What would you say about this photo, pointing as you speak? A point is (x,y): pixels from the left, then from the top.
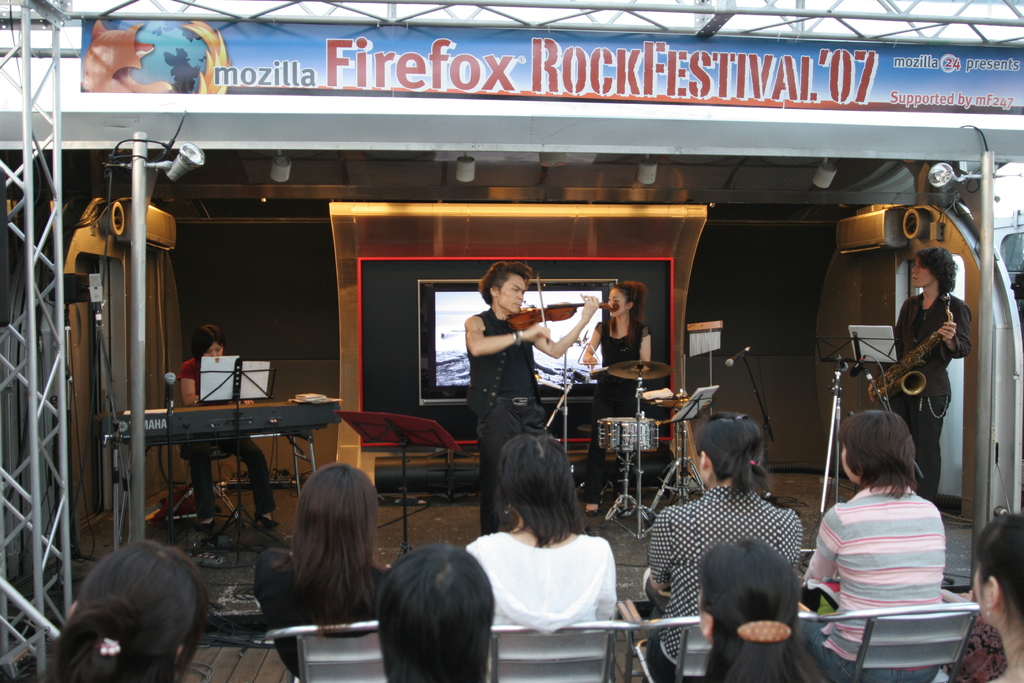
This picture shows a man (493,314) standing and playing a violin (519,314) and a woman (629,298) playing drums (659,400) and woman (214,337) playing piano (235,434) and a man (964,317) holding a saxophone (922,382) in his hand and few audience (133,627) seated in front of them and watching them.
